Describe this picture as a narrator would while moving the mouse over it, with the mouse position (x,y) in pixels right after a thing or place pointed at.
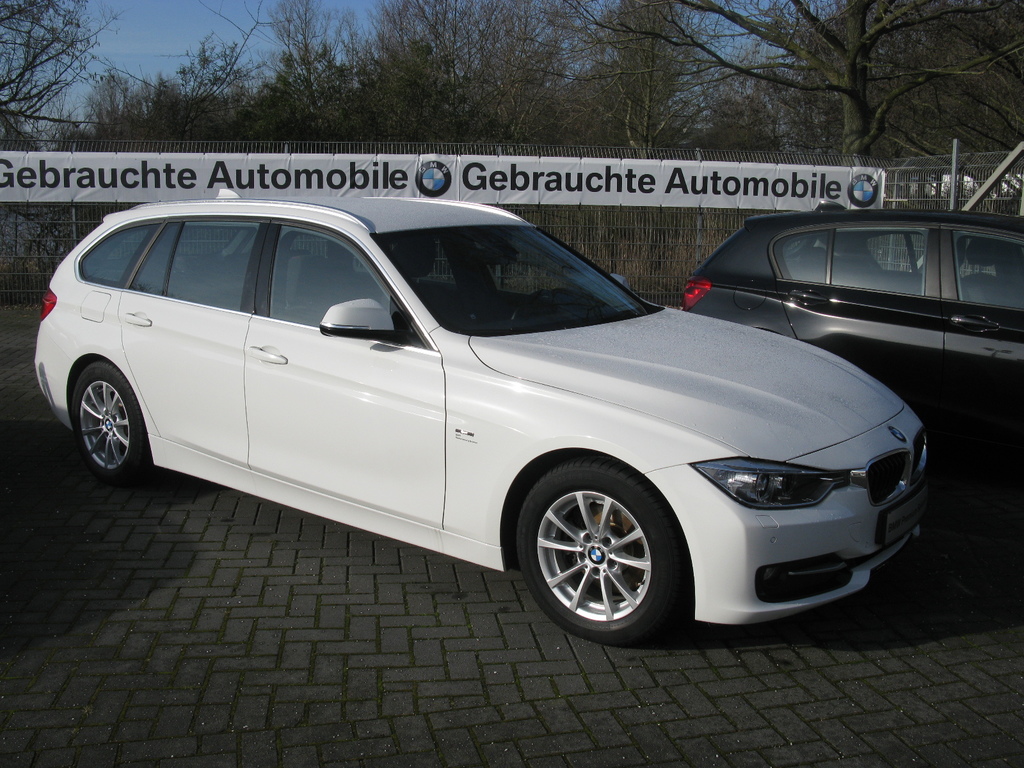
In this image we can see cars (763,346). In the back (223,186) there is a banner (440,189) with some text (565,189) and logos (445,177). Also there are railings (978,175). In the background (299,97) there are trees (589,17) and there is sky (194,27).
